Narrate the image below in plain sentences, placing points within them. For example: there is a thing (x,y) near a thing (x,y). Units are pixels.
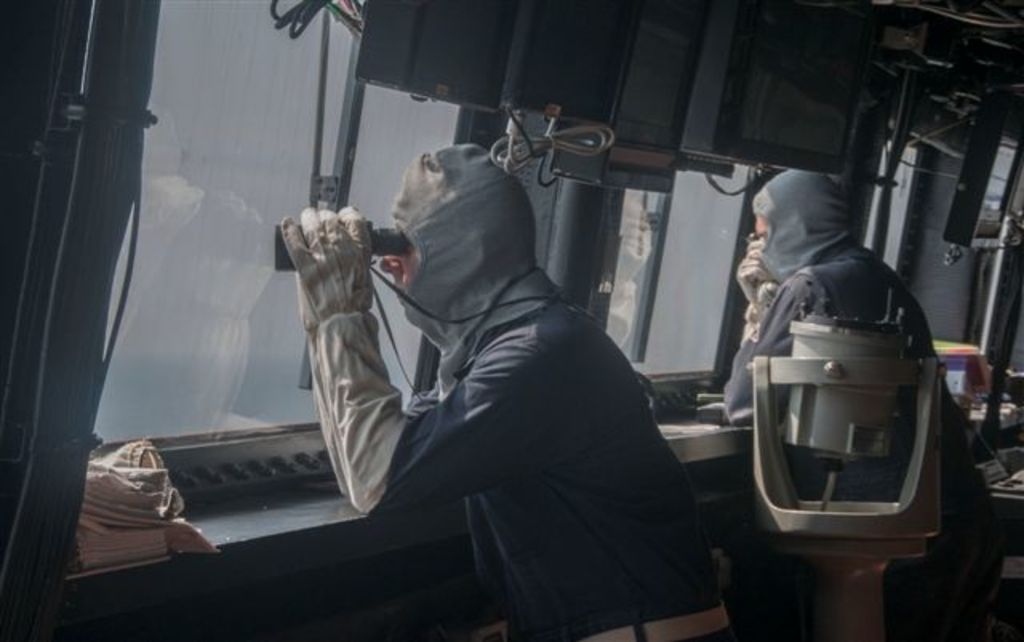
In the image two persons (470,205) are standing in a vehicle (292,616) and he is holding a binocular (394,246). They are seeing through the glasses (271,108).
